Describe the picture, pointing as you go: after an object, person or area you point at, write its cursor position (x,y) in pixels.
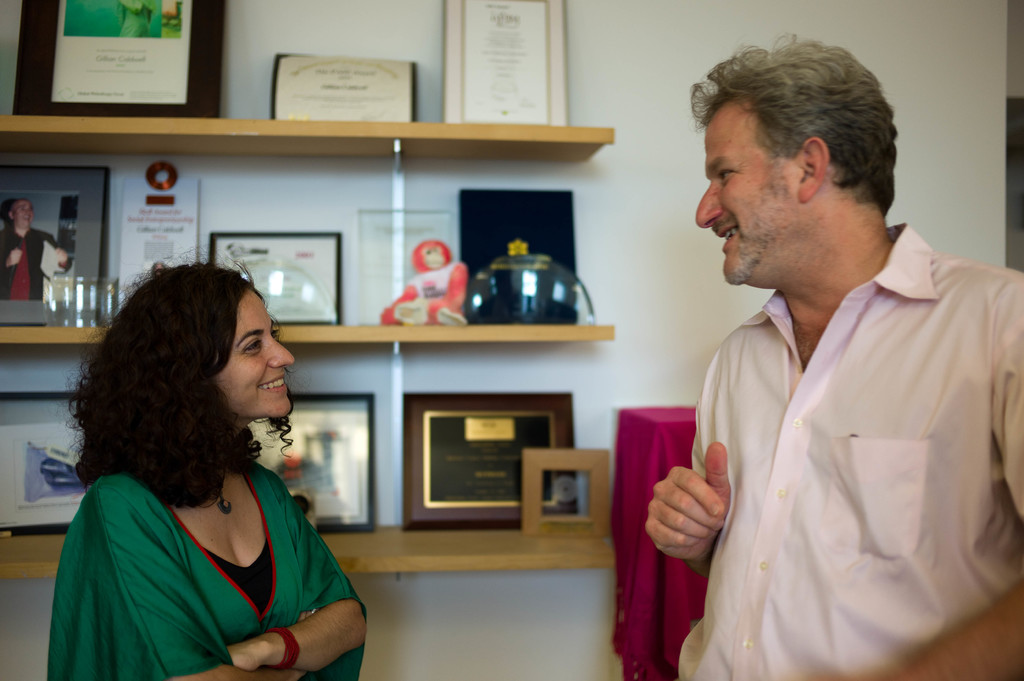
In this image we can see a man (731,580) and a lady (279,478) standing and smiling. In the background (501,62) there is a shelf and we can see frames (447,414), toys (442,256) and mementos (456,401) placed in the shelf (464,336). In the background (692,439) there is a cloth (655,454) and a wall (670,150).
